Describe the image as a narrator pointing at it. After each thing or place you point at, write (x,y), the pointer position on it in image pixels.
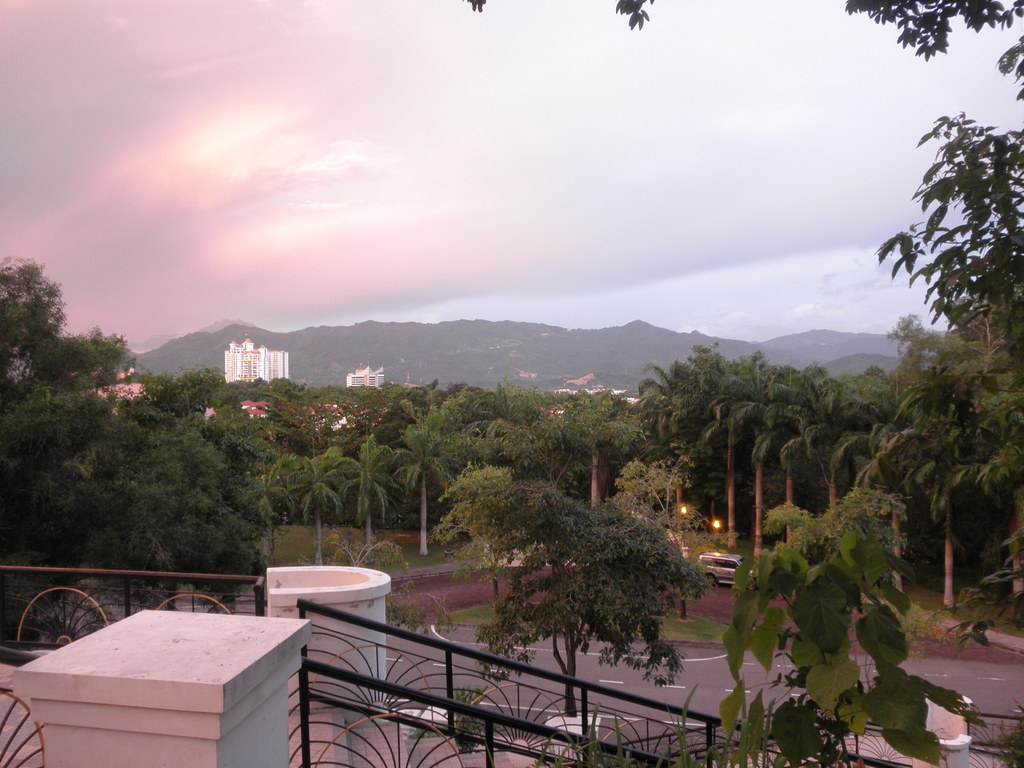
In this image, we can see trees (340,401), buildings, railing (400,635) and there is a vehicle (730,584) on the road (692,673).
